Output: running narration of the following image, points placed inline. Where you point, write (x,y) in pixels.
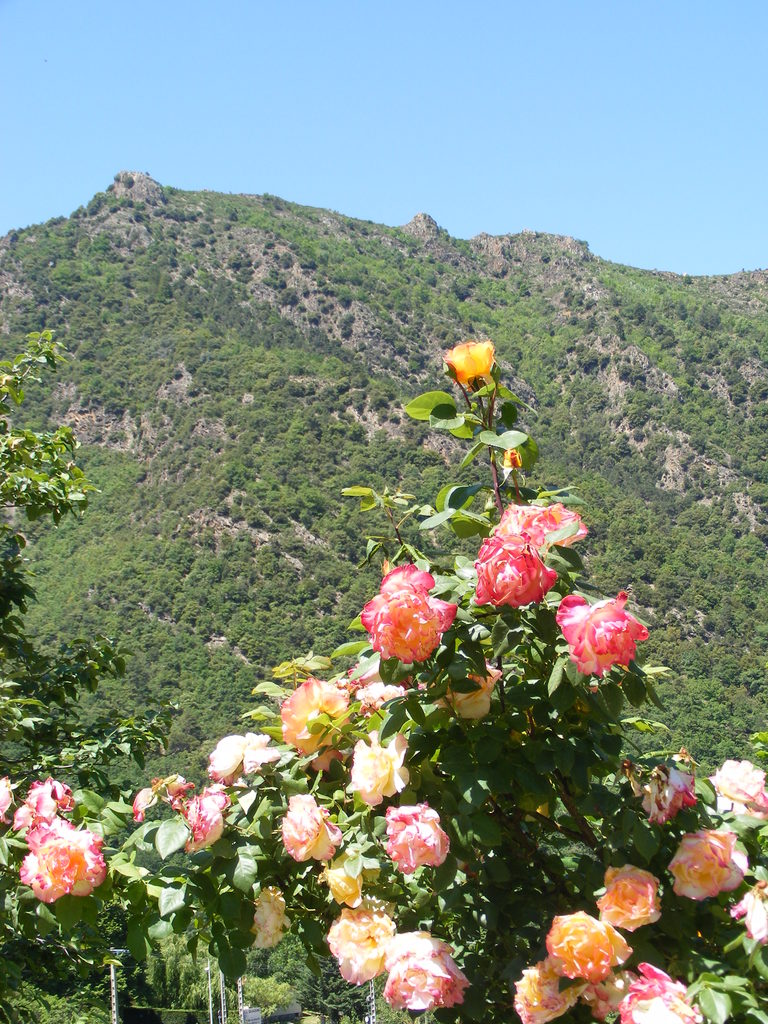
In the center of the image (478,597) we can see flowers (433,636) and trees (333,921). In the background (152,441) we can see hills (253,287), trees (269,593) and sky (296,70).
